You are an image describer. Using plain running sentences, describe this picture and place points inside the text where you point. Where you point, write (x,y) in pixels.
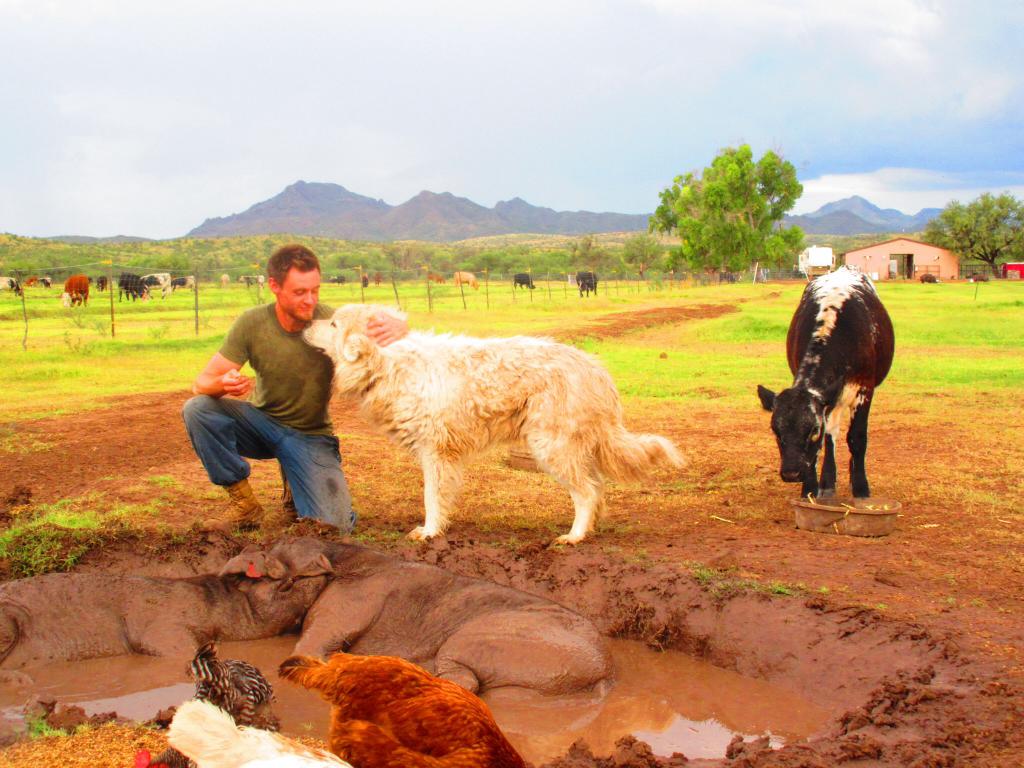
On the background (419,112) we can see sky (564,64), hills (276,202), trees (970,254) and a house (918,253). We can see few animals (77,287) are in a fresh grass (664,290). we can see a mud (737,619) here and animals (416,675). We can see one man (297,360) playing with animal (510,398). He laid his hand (376,337) on it.
